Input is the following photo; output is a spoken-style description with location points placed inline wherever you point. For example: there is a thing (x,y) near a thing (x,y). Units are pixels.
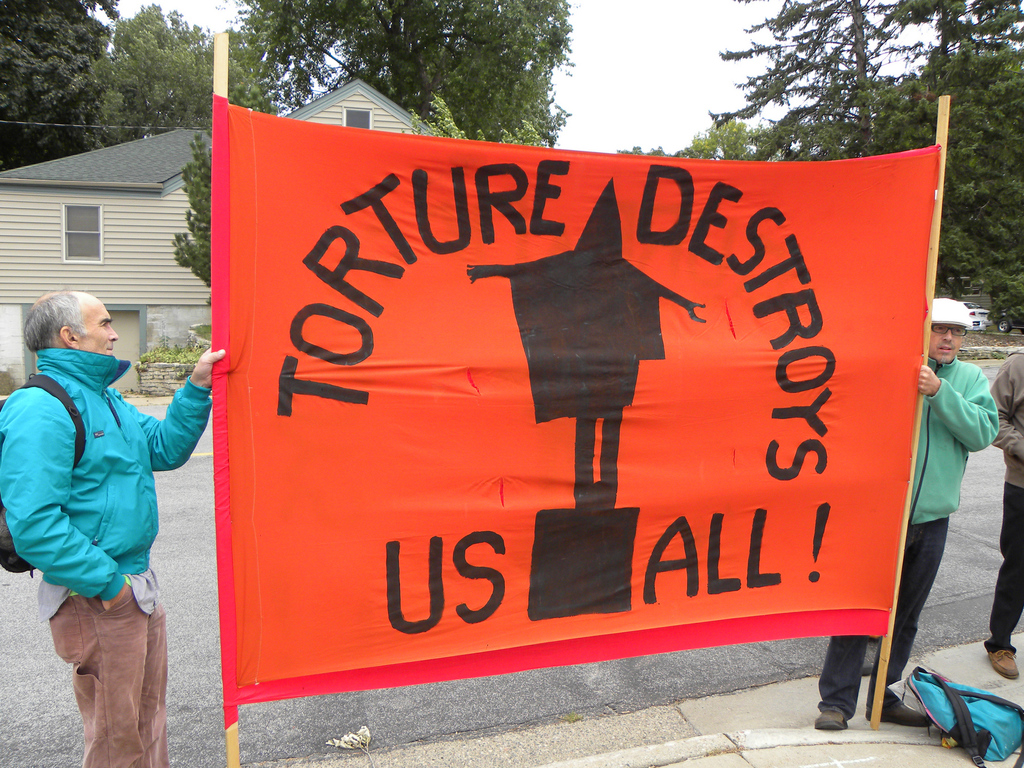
In this image we can see two men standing on the ground (982,622) holding a banner (525,179) with the wooden poles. We can also see some text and pictures (592,528) on it. On the right side (971,705) we can see a bag (969,689), a car (1004,311) and a person (1015,666) standing on the ground (1004,680). On the backside (123,352) we can see a house (163,243) with roof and windows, some plants (207,171), a group of trees (967,226) and the sky (647,85) which looks cloudy.
